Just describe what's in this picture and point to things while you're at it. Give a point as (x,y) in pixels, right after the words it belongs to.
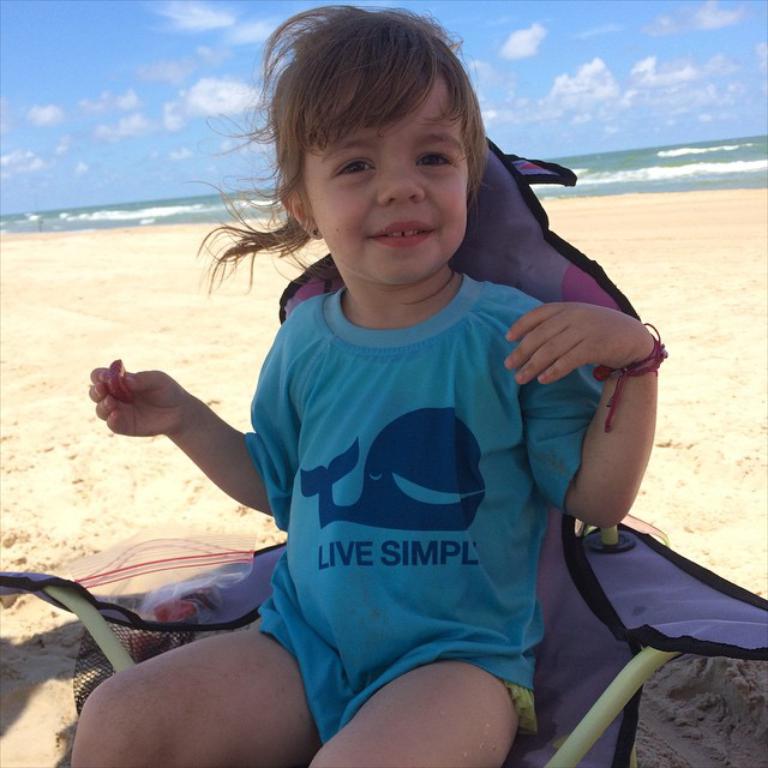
There is one kid (358,450) wearing a blue color t shirt (380,401) and holding an object (125,385) and sitting on a chair (587,562) at the bottom of this image (397,600), and there is a sea (187,208) in the middle of this image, and there is a cloudy sky (508,53) at the top of this image (616,59).
